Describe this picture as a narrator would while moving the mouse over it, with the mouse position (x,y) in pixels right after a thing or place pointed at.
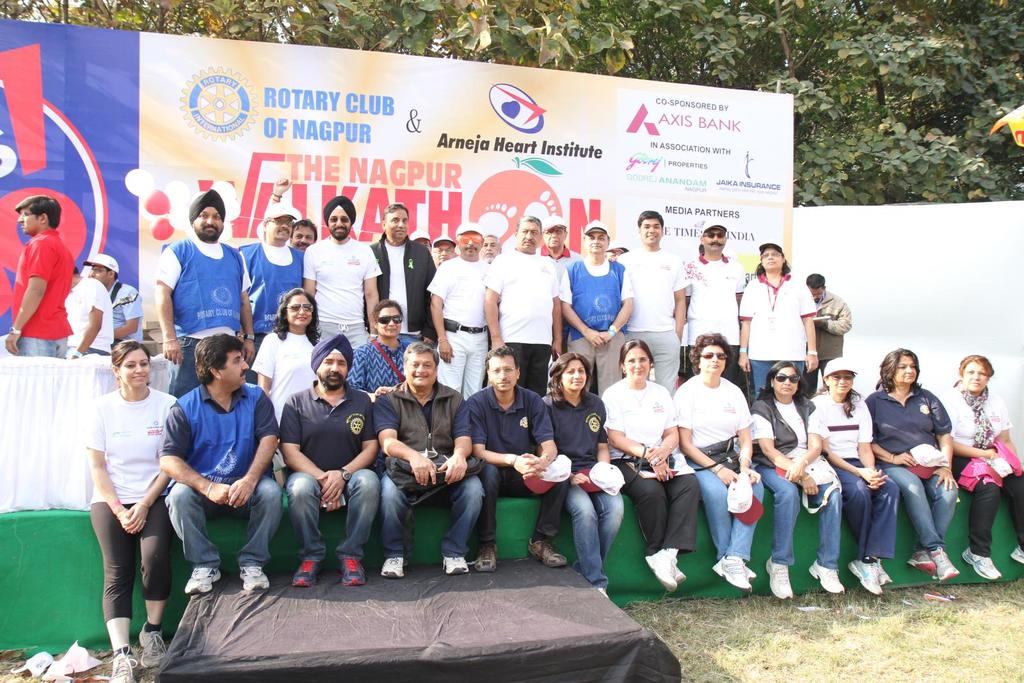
In this picture we can observe some people (364,428) sitting and standing on the stage (1004,567). There are men (406,412) and women (884,440) in this picture. Behind them there is a poster (362,183). In the background (484,25) we can observe some trees (766,56).
